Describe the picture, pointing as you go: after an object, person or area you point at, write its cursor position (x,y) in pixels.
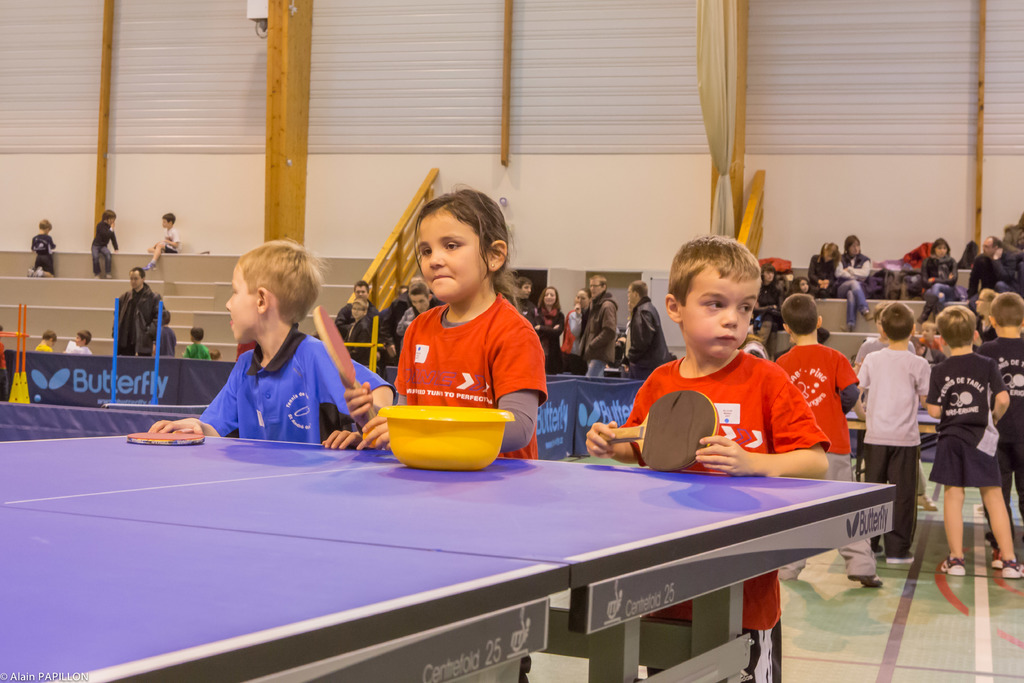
In this image in front (397,472) there is a table (460,471). On top of it there is a bowl (501,429). There are people (723,422) holding the bats (678,434). Behind them there are few other people (903,419) standing in front of the table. In the background of the image (172,387) there are banners (190,371). There are a few people (588,321) standing and some other people (769,312) are sitting on the stairs (833,312). There is a wall (683,177). There is a curtain (728,164).
